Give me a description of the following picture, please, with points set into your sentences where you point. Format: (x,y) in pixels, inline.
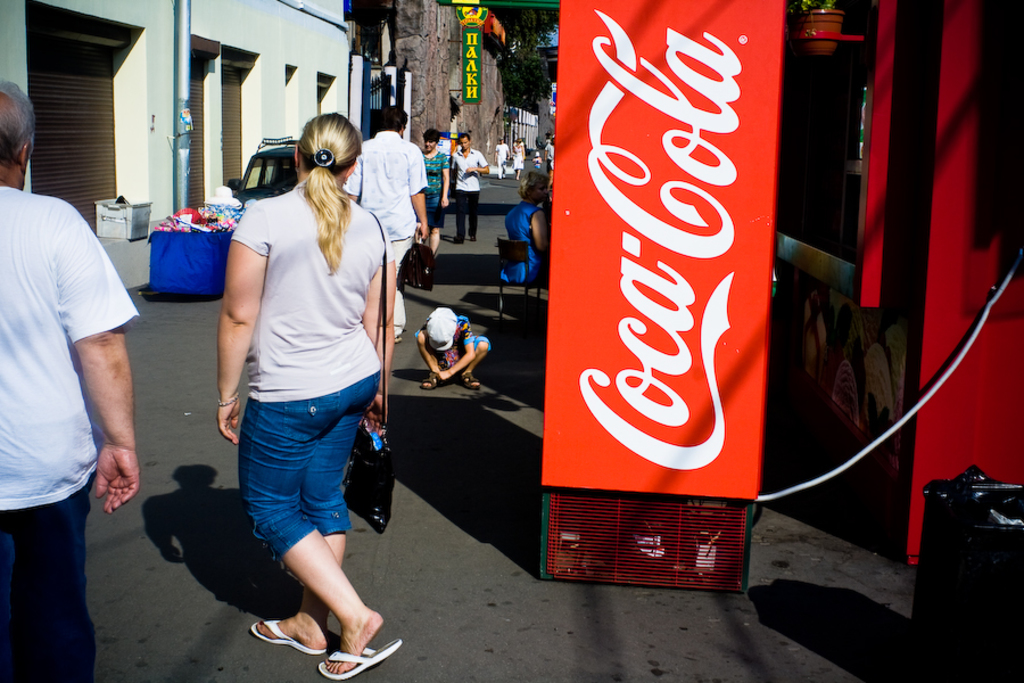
In this image there are a few people (221,372) walking down the street (453,212), on the either side of the street (498,195) there are buildings (274,114).
